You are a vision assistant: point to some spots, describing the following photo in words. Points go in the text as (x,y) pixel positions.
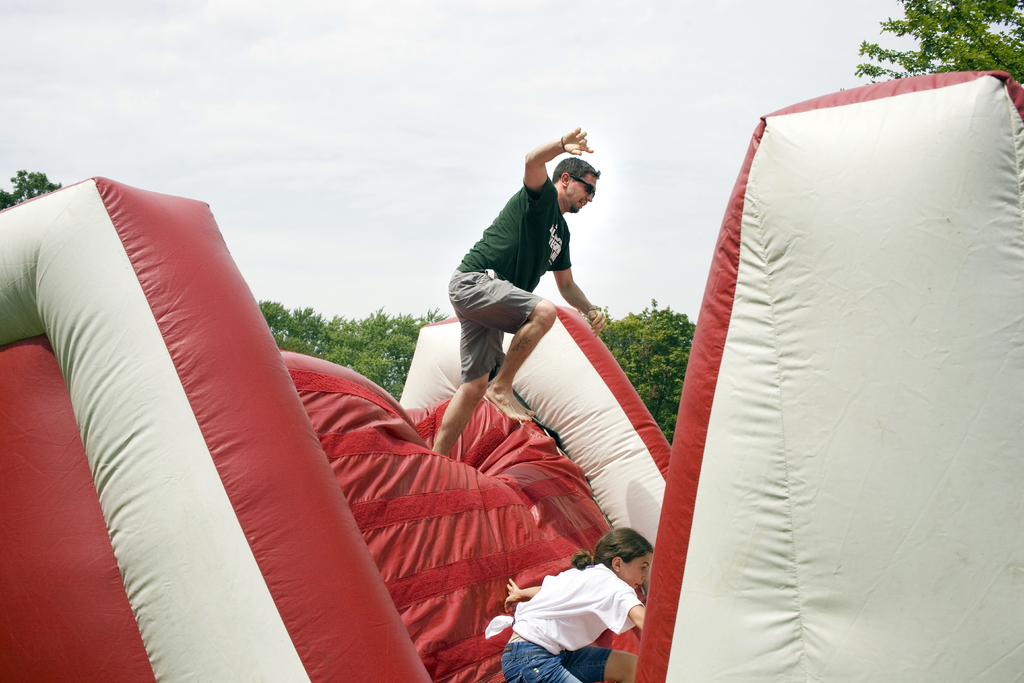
In the center of the image (511,346) we can see two persons (474,319) are present on the balloon castle (426,354). In the middle of the image (676,387) trees (283,340) are there. At the top of the image (369,113) sky (402,133) is there.
